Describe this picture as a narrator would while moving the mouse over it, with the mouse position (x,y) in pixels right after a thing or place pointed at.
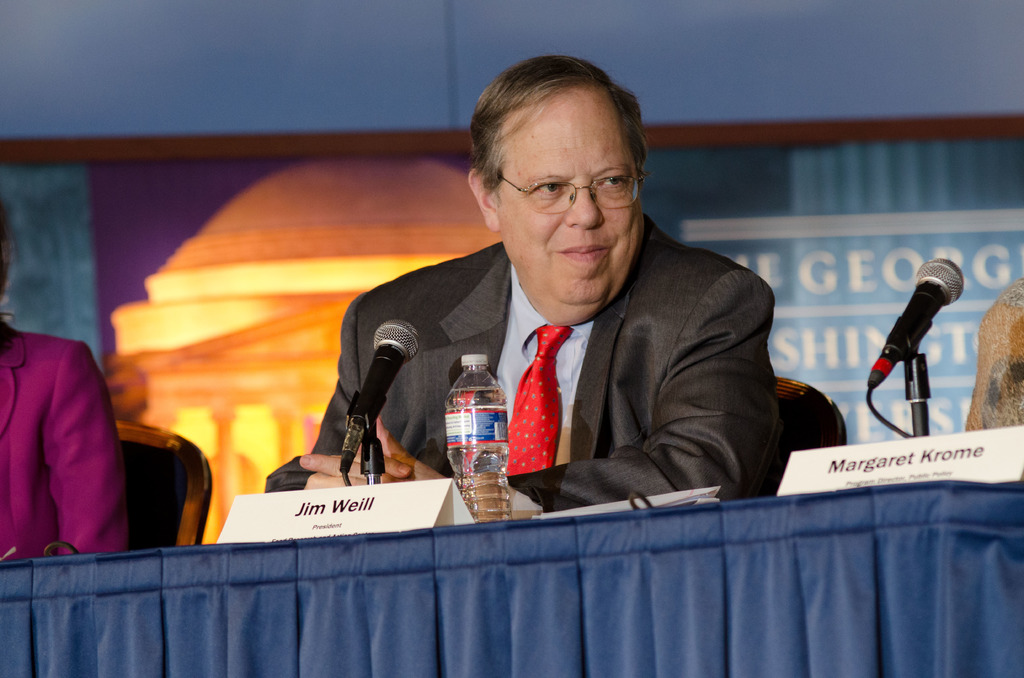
In the picture I can see a person (591,431) wearing black color blazer (615,337), shirt (511,314), tie (524,435) and spectacles (599,188) is sitting on the chair (781,413) near the table (564,543) where name boards (801,477), mics (897,322) and water bottle (504,495) are placed. On the left side of the image (82,512) I can see a person (52,462) wearing purple color blazer (64,481) is sitting on the chair (146,531). The background of the image (56,281) is slightly blurred, where we can see a banner (235,178).
